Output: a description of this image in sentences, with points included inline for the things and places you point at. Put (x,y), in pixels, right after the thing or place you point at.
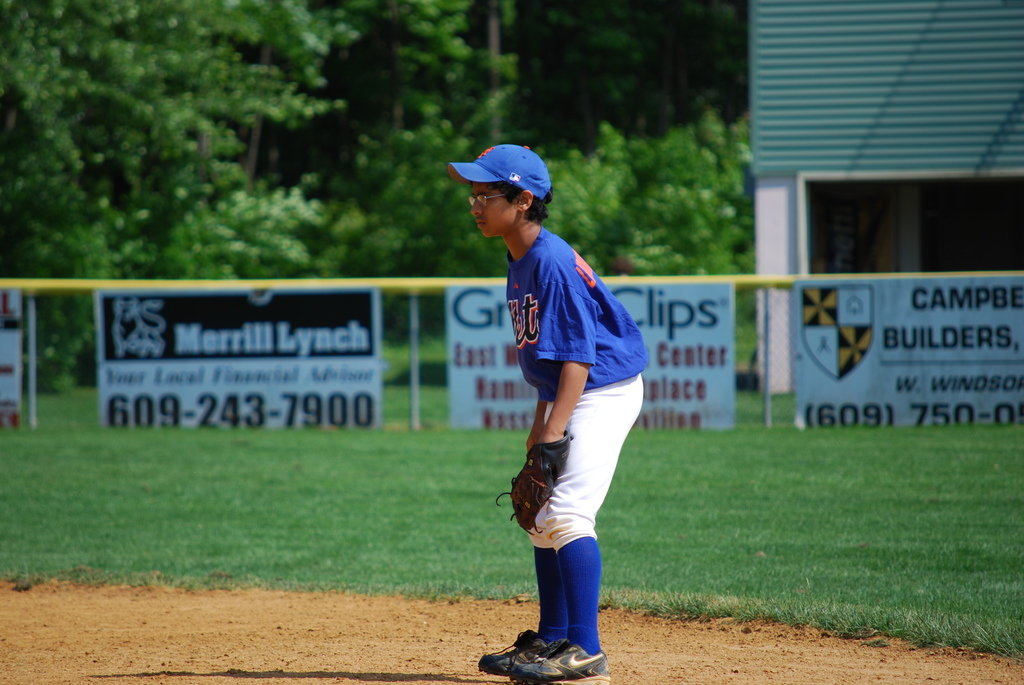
In this picture there is a boy (569,380) with blue t-shirt (535,359) is standing. At the back (300,345) there are boards (300,345) on the railing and there is text (521,385) on the boards (664,382) and there is a building (782,14) and there are trees (71,198). At the bottom (665,612) there is grass (740,503) and there is ground (685,662).
